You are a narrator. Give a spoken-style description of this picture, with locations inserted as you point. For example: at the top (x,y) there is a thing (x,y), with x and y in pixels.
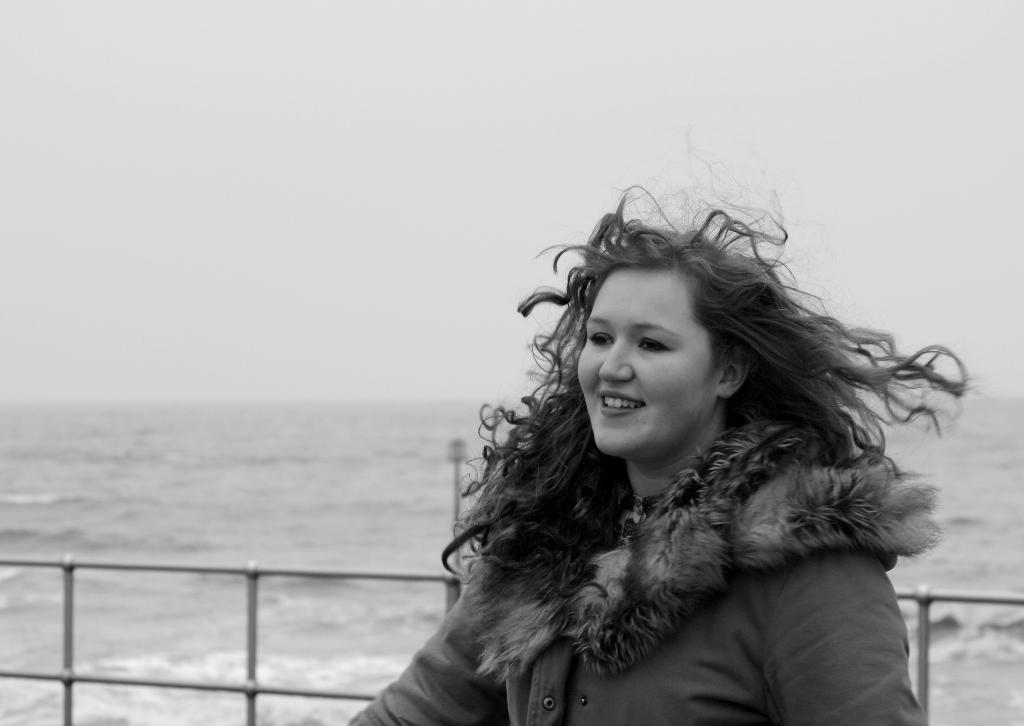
It is a black and white image there is a woman (658,516) standing in front of a sea (297,525) and there is a fencing (48,563) behind the woman (838,473), she is wearing a jacket (715,514) and she is smiling.
